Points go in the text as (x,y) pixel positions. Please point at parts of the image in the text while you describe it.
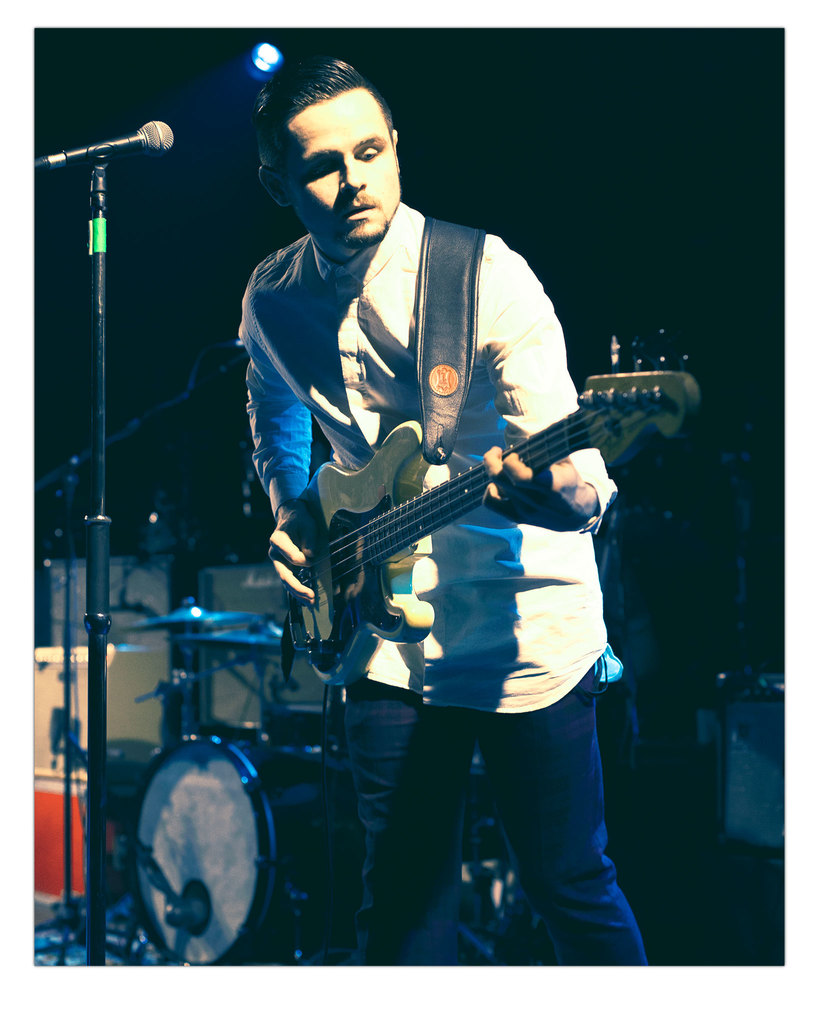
This is a photo of a musical concert. In the middle (421,573) there is a person (417,392). he is playing guitar (640,441). He is wearing a white shirt (505,284) and a blue pant (542,768). In front (112,147) him there is mic (121,140). Behind him there is drum/ (204,787). The background (136,277) is dark.
